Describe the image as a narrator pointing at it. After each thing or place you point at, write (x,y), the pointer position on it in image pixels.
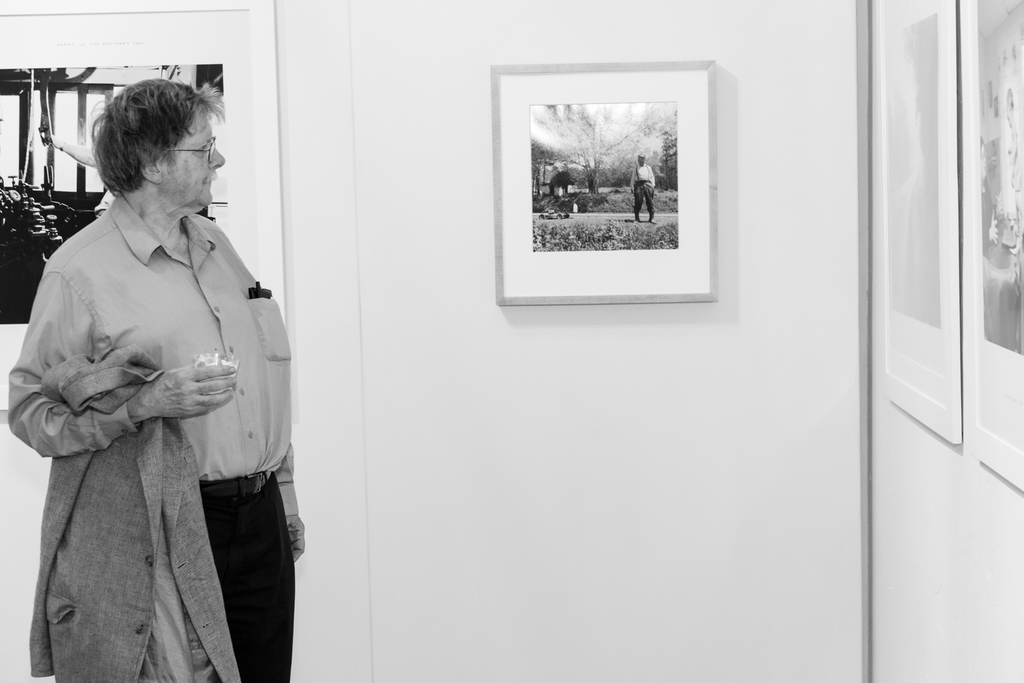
In the image we can see there is a man (231,425) standing and he is holding jacket (101,604) and cup (215,366) in his hand (223,385). There are photo frames (643,227) on the wall (642,307) and the image is in black and white colour.
